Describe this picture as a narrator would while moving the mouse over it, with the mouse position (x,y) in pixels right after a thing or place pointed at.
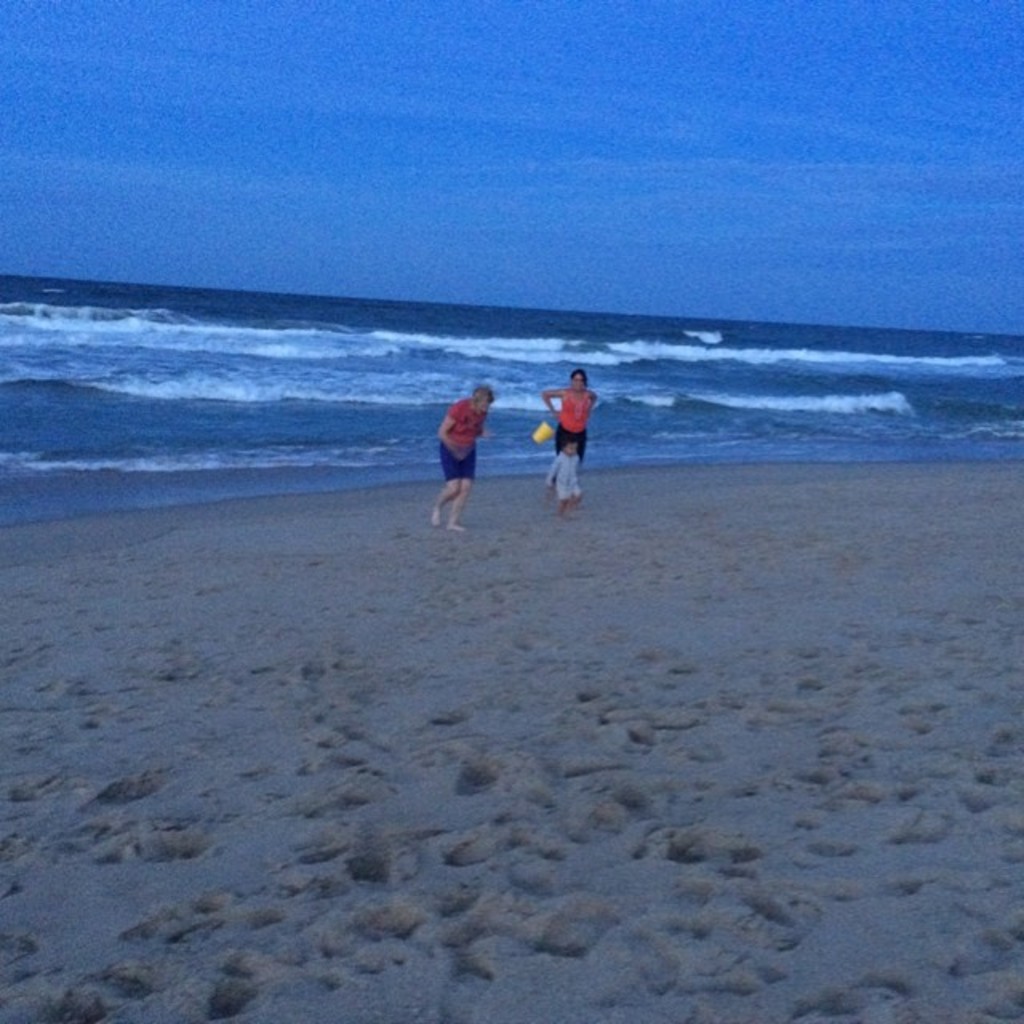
In this picture there are two persons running and there is a person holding the object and standing. At the back (21,430) there is water (306,417). At the top (497,125) there is sky (782,119) and there are clouds (922,204). At the bottom (596,807) there is sand (543,799).
